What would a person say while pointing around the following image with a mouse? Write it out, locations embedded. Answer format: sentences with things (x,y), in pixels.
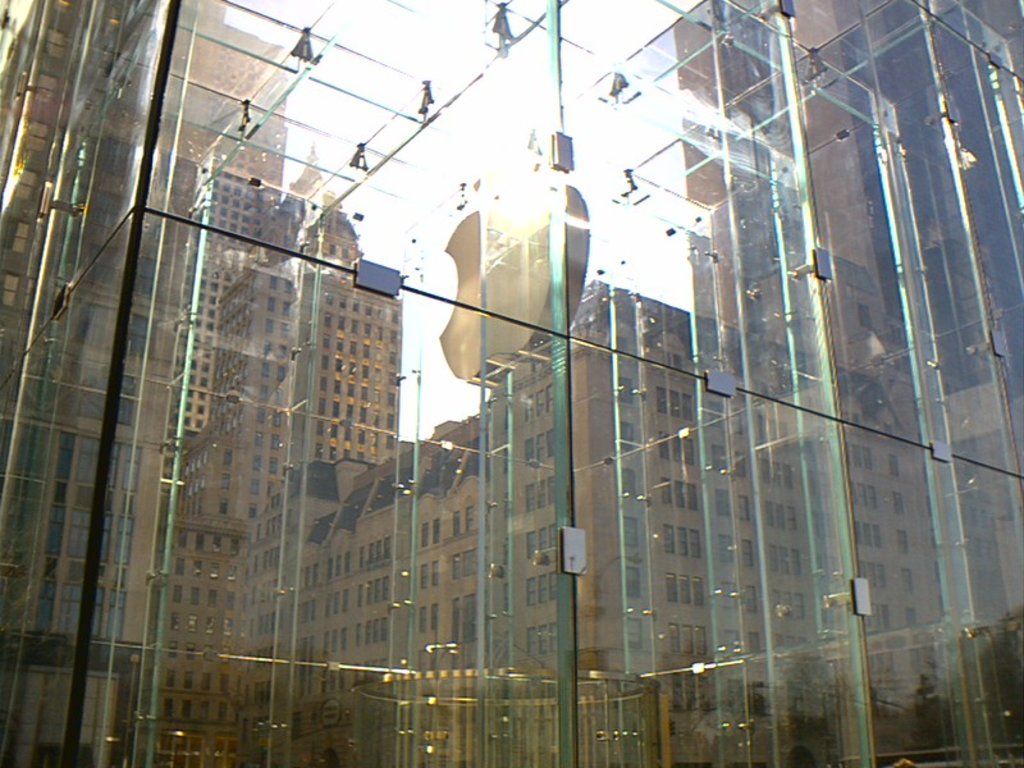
In this picture there is a building (684,558). There are reflections (203,535) of buildings (722,479) and there is a reflection (518,75) of sky (508,88) and vehicle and there are reflections (971,674) of trees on the glass (255,463). Behind the glass (428,404) there is a logo (513,225) and there might be light (520,214).
